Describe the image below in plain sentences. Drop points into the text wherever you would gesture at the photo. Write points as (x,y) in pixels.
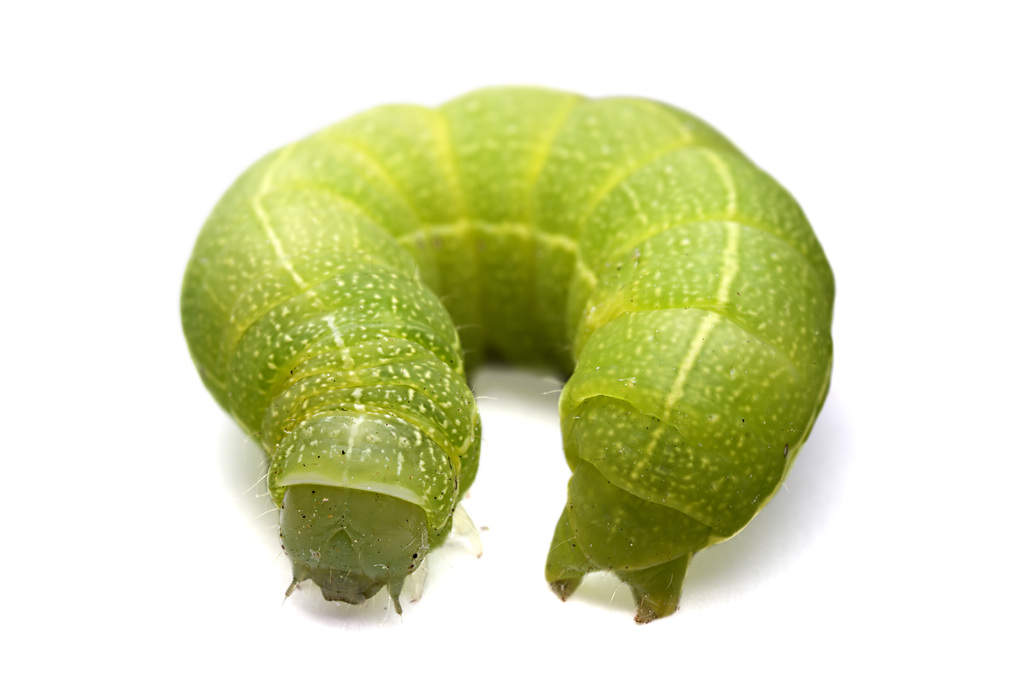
In this picture I can see a caterpillar (710,518) and I can see white color background (285,682).
